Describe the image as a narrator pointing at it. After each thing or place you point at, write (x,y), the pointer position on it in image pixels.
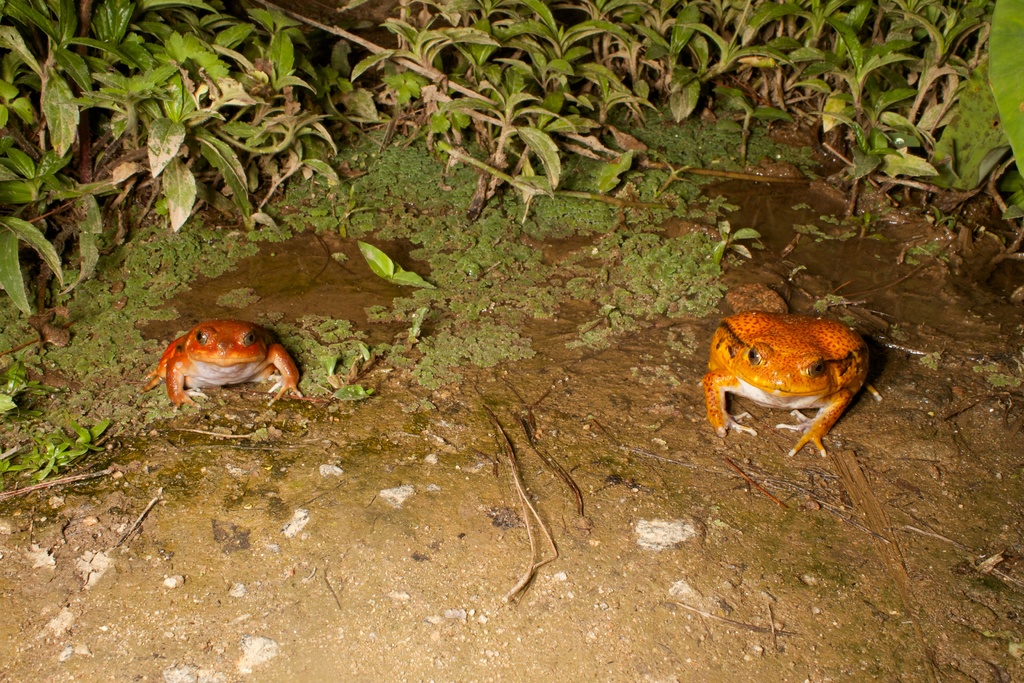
Here we can see two frogs (811,431), water (930,306), plants (68,214) and algae (568,286) in the image.
